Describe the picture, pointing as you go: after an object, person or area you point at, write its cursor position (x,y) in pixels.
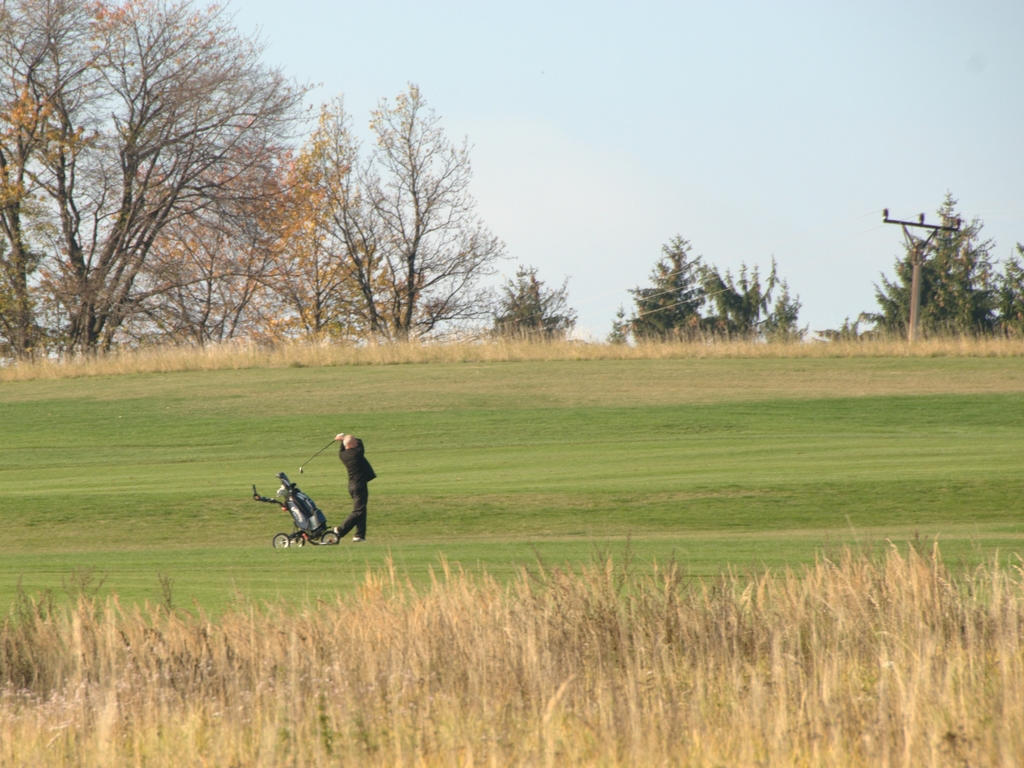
In this picture there is a man (349,473) who is wearing black dress (353,468). He is playing a golf. Beside him there is a small vehicle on the ground (281,560). At the bottom (533,643) I can see the grass (655,725). In the background (291,234) I can see many trees (943,281) and plants (938,259). At the top (651,70) there is a sky (486,28). On the right (931,235) there is an electric pole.
